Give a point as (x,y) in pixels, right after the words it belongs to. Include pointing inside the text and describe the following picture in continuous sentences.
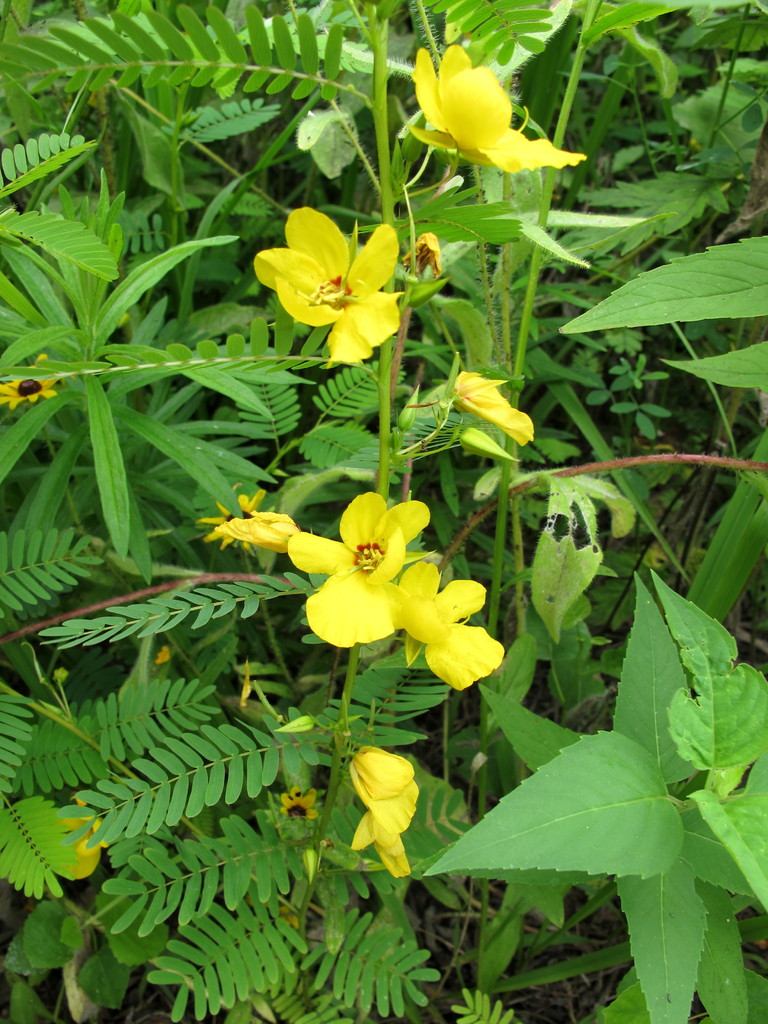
In this image we can see the plants (316,142) and also the flowers (359,500).
